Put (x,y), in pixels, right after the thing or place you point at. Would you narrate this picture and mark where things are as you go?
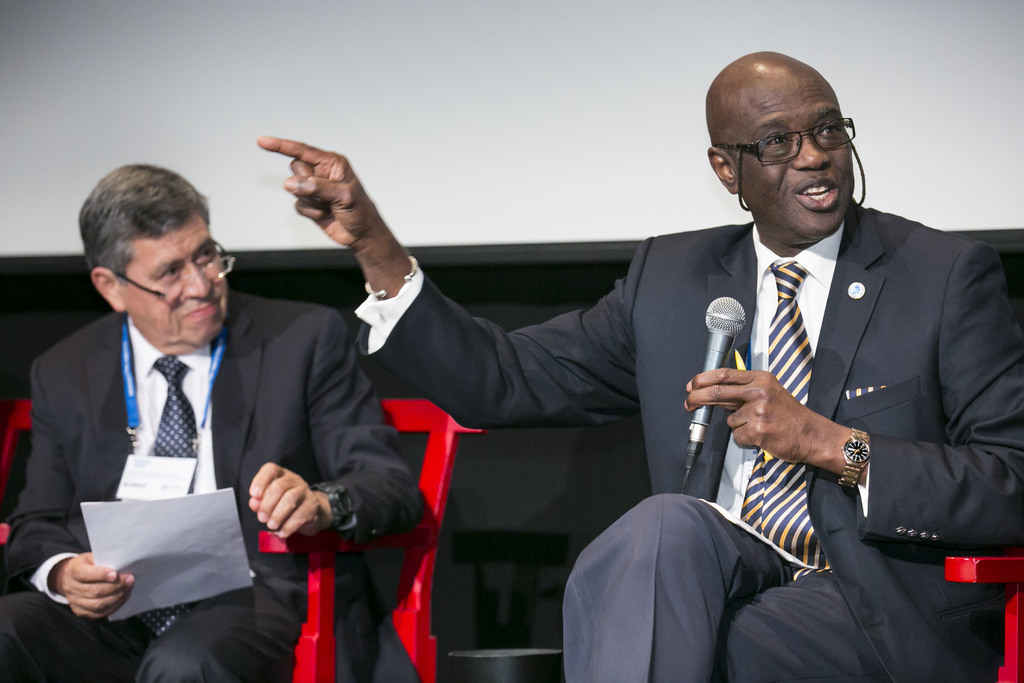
In this image there are persons (380,462) sitting. On the right side (848,374) there is a man (816,351) sitting and holding a mic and speaking. On the left side (183,453) there is a man (299,505) sitting on chair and holding a paper (180,530) in his hand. In the background (496,297) there is an object (521,293) which is black in colour.
